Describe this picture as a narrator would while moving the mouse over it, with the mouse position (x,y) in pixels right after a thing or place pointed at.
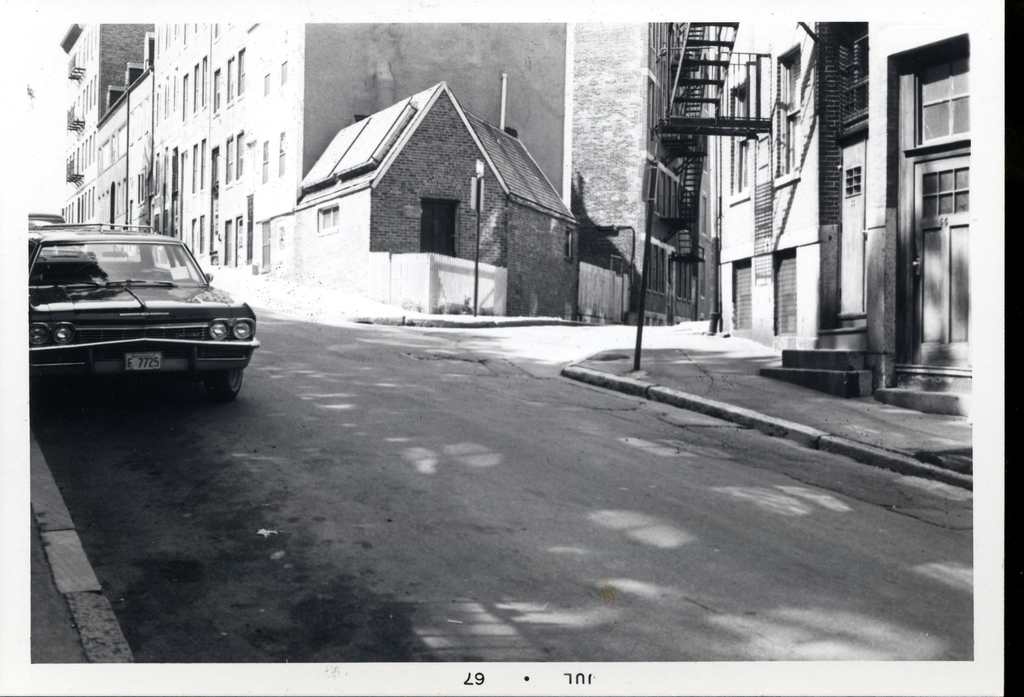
In this image there are buildings (524,172) truncated towards the top of the image (943,188), there are windows (214,162), there is the door (946,203), there is the road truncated towards the bottom of the image (580,499), there are vehicles (147,306) on the road (431,410), there is a pole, there are boards (475,188) on the pole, there is a staircase (688,135) truncated towards the top of the image (716,60), there are numbers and text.
